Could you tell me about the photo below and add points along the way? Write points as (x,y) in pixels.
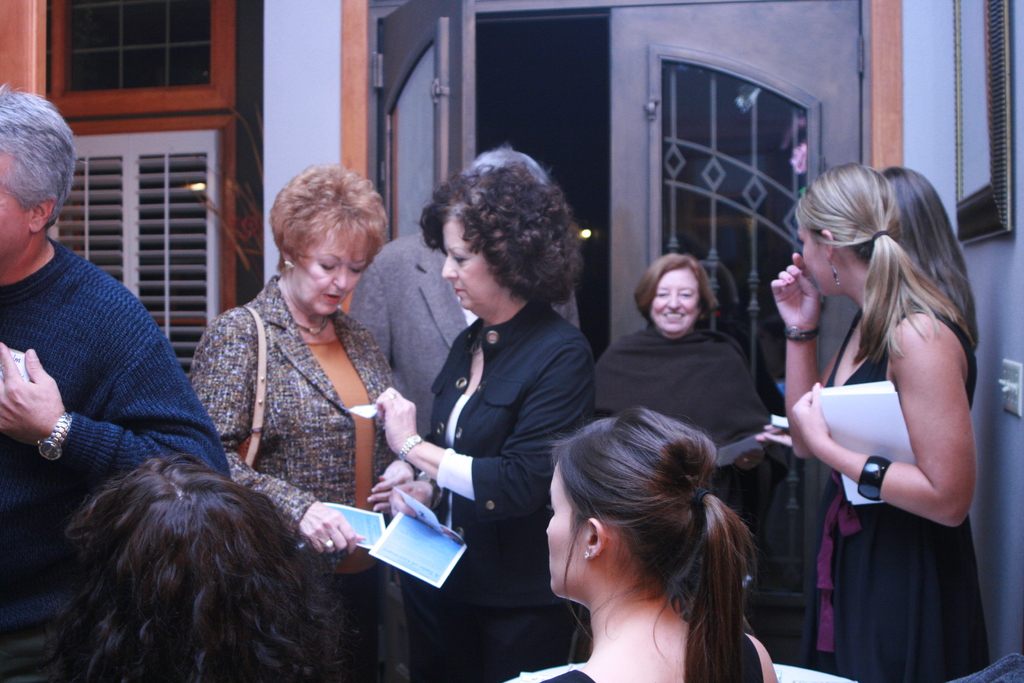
In this image we can see group of persons (491,403) standing on the floor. In the background (230,286) we can see window (210,123), wall (311,98), door (419,105) and mirror (968,97).
